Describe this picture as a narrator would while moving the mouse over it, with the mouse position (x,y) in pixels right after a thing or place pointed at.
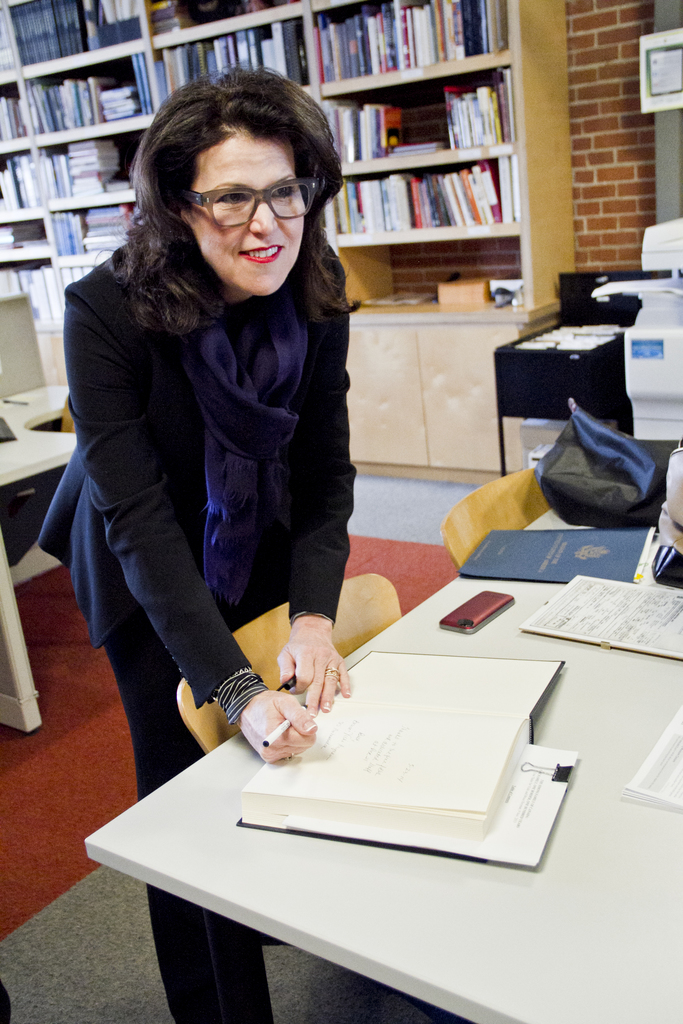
In this image, a woman (232,509) is standing near chairs (351,591). We can see white color table (358,914). Few items (677,766) are placed on it. Red color, brick wall (602,220) we can see on right side (576,166). At background (385,69), bookshelf big one (385,69). On left side (38,490), there is a desk (25,521).
